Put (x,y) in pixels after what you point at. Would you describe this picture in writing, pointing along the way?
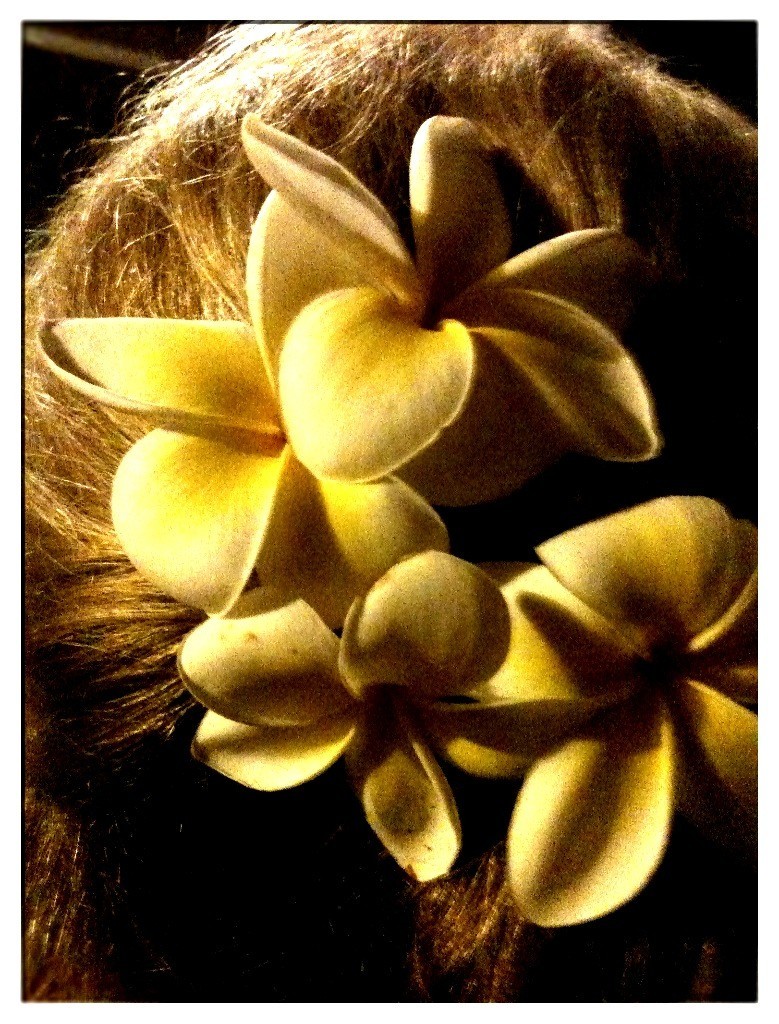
In this image we can see some flowers (354,600) on the hair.
